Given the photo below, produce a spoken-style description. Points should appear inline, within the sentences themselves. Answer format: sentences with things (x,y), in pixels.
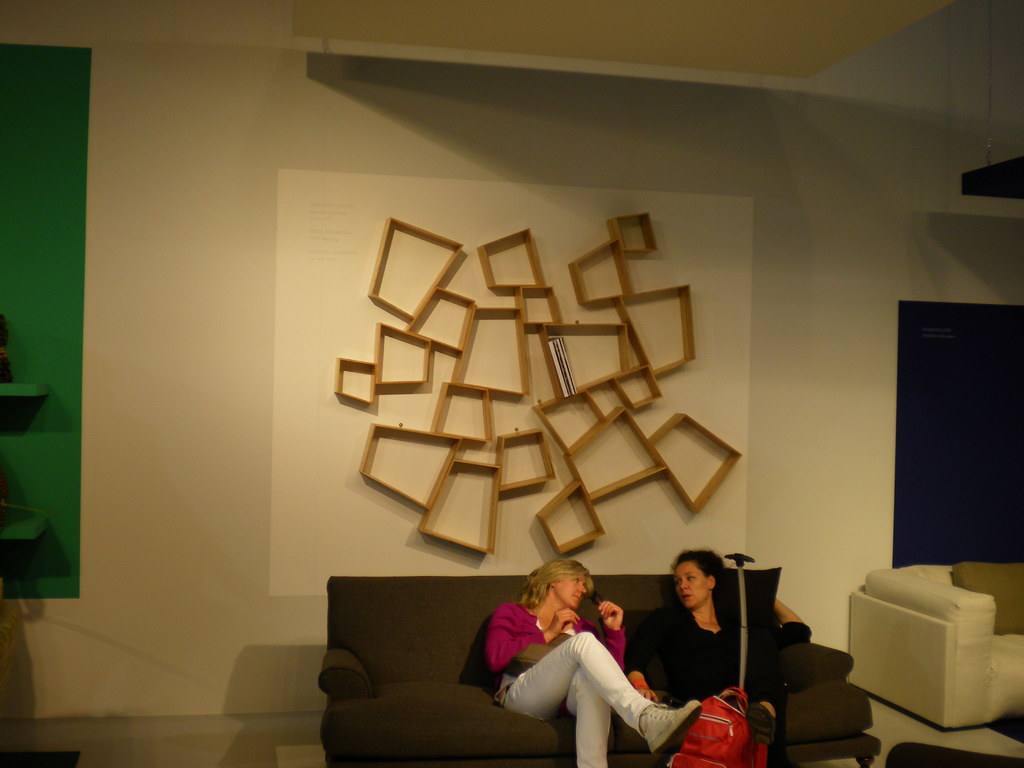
This picture shows two women (680,593) seated on the sofa (669,600) and a woman (729,670) holding a trolley bag (739,749) and we see wooden cupboard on their back to the wall (785,450).
